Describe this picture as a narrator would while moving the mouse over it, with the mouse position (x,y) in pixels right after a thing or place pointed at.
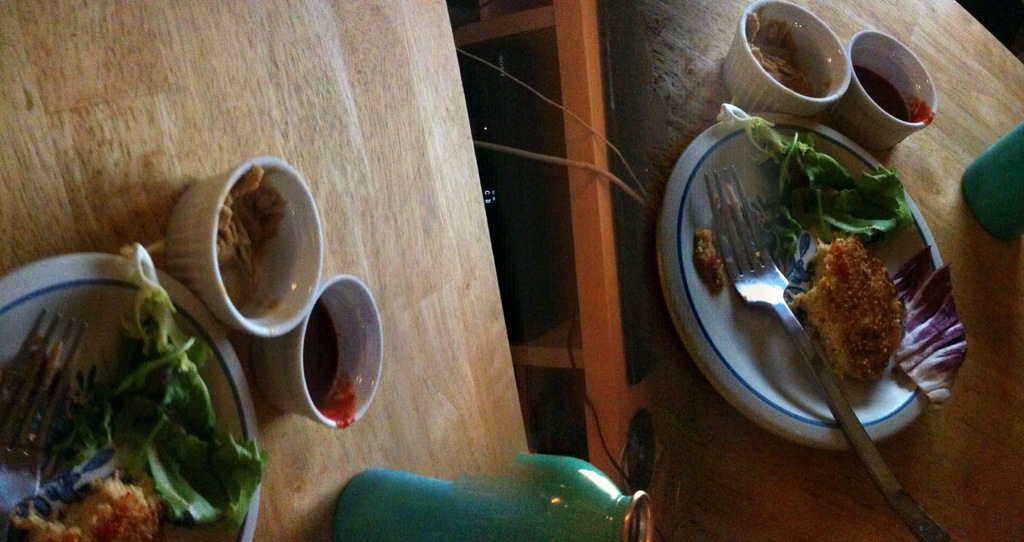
In the image there are two tables (462,304), on the tables (450,308) there are some food items (697,246) served on the plates (665,234) and beside the plates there are two cups (297,232) with some other foods (332,334), there are two bottles (482,491) on the tables (494,411).
